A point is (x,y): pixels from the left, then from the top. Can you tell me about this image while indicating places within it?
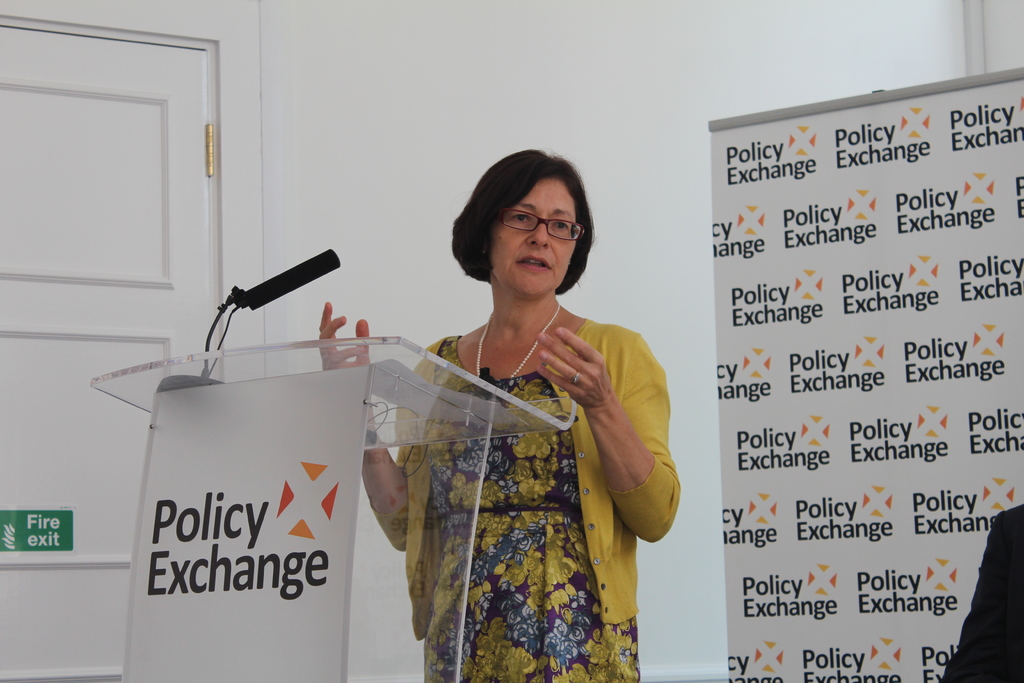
In this image we can see a woman (520,339) standing in front of the podium (232,554), on the podium (232,554), we can see a mic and some text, also we can see a door (107,172), board (844,266) with some text (910,606) and the wall (708,24).
